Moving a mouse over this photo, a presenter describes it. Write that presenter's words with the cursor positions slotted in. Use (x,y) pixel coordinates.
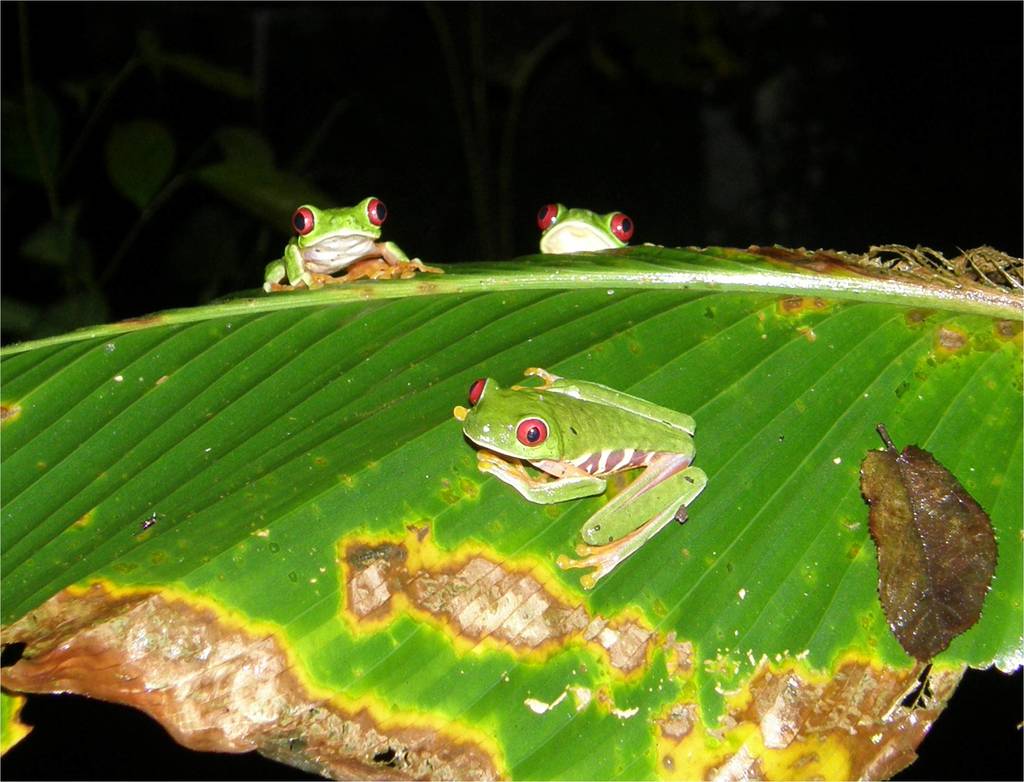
In this image I can see three green color frogs (361,243) on a leaf (268,519). Its eyes (472,397) are in red color. In the background (44,246) there are some plants (159,141).
